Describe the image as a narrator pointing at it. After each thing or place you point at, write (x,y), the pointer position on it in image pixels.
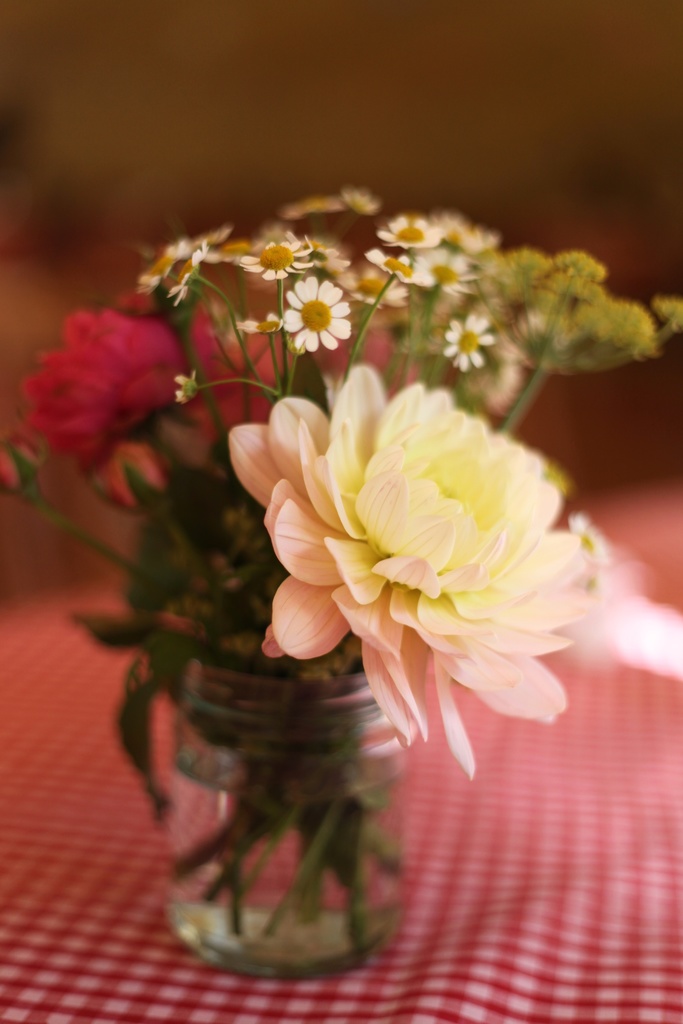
This image is taken indoors. In this image the background (36,231) is a little blurred. At the bottom of the image (92,972) there is a table (75,879) with a tablecloth (507,788) on it. In the middle of the image (283,647) there is a flower vase (200,840) with different colors of flowers (399,490) on the table (481,1007).
